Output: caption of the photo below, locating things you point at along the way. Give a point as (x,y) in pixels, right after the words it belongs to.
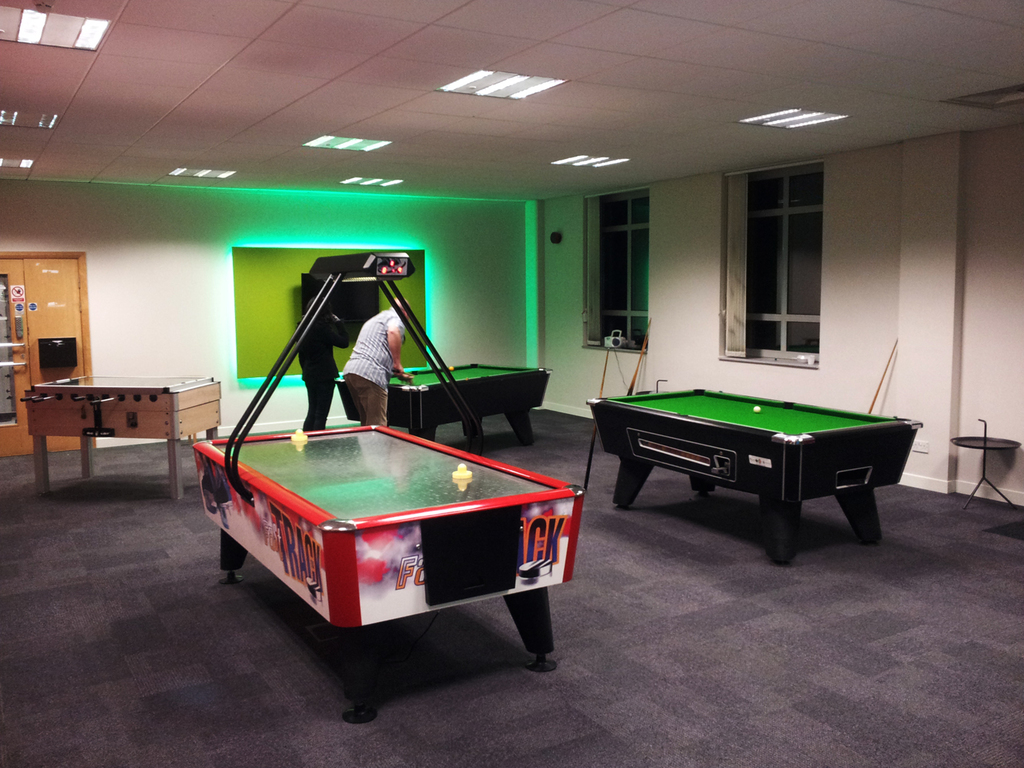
In this picture there is a snooker table (870,530) with snooker sticks (628,393) and two people (378,325) are playing the snooker game. A person (381,343) here and person (313,349) behind him and on the ceiling (181,51) lights (56,27) attached.
